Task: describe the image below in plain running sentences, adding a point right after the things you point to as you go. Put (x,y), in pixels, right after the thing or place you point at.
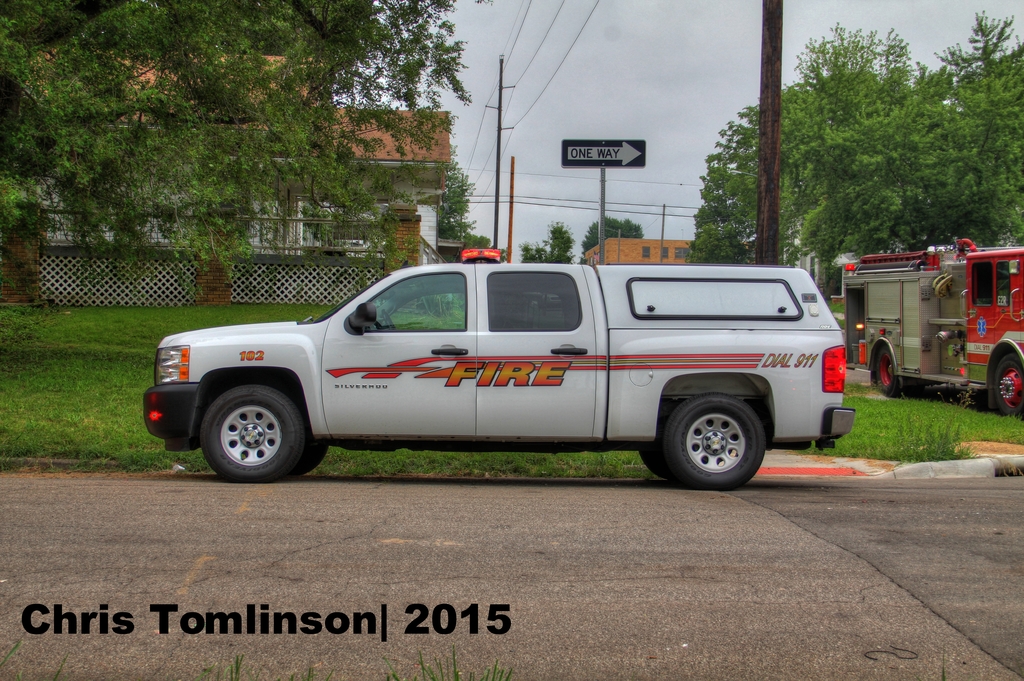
In this image I can see the vehicles (714,395) which are colorful. In the background (511,209) I can see the boards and poles (606,205). I can also see many trees (232,143), building (427,187) and the sky (542,83).
